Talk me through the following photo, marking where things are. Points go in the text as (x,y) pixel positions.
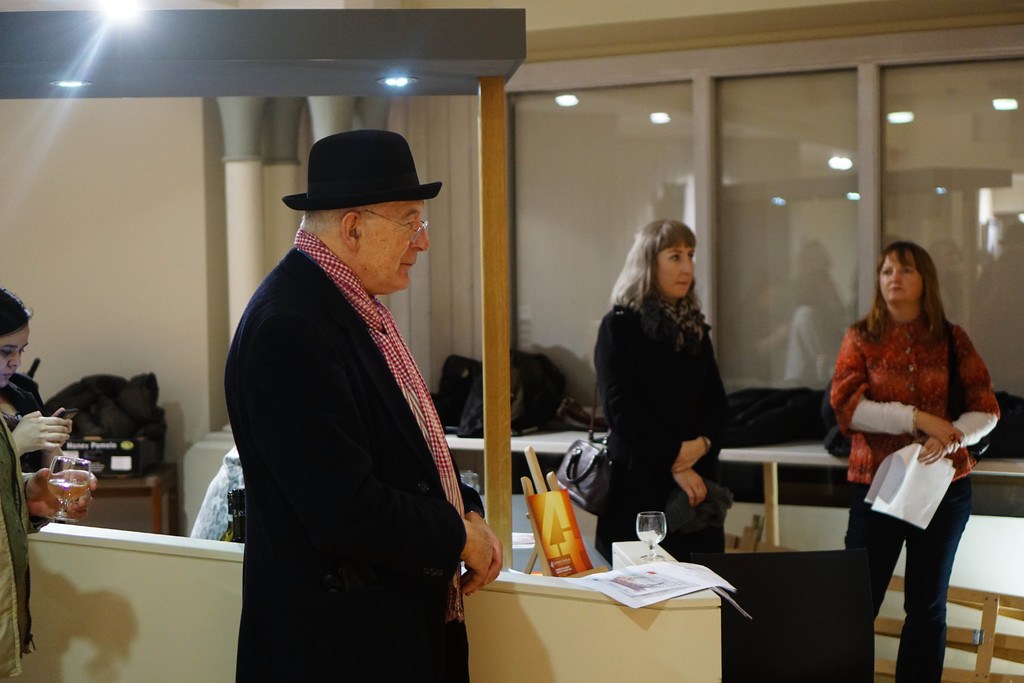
In the center of the image (374,433) we can see one man (355,434) standing and he is wearing a hat (342,193), glasses (419,224) and a scarf (430,401). On the left side of the image (8,404), we can see one woman (6,385) standing and she is holding a phone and some other object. In the background (437,214) there is a wall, glass (581,206), fence (533,627), curtain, pillars (257,205), lights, tables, chairs (789,628), woods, one banner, papers (639,604), one glass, two persons (927,579) are standing and holding some objects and a few other objects (567,420). On the tables (540,451), we can see backpacks (543,420) and a few other objects (127,462).
